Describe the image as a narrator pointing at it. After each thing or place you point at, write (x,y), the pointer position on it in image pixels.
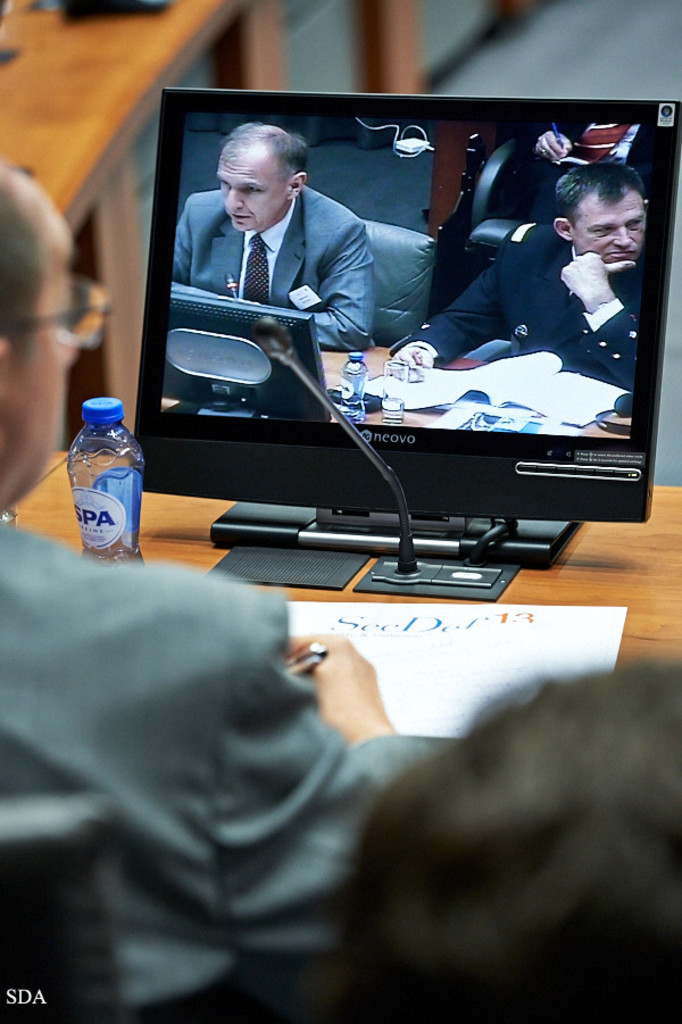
there are two persons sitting together in front of a table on the screen (293,312) present in the system (285,416) which is in front of a person (28,345).
